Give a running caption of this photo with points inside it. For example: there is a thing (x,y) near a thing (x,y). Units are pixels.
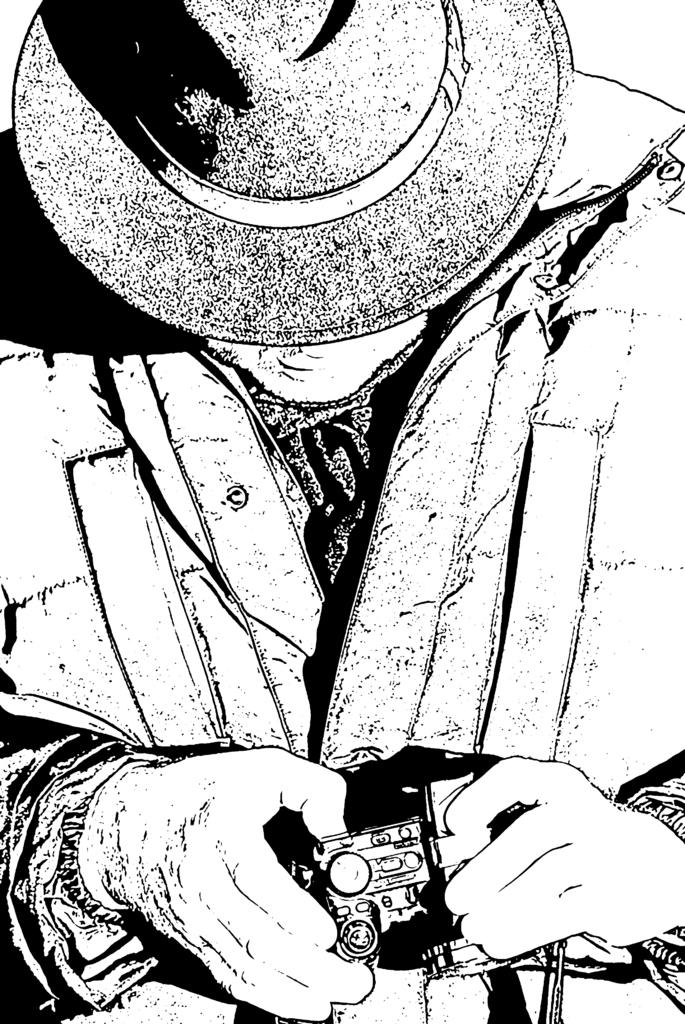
In this image I can see the art of a person (328,448) wearing hat (309,169) and jacket (136,486) is holding an object (435,964) in his hand (526,865). I can see the art is black and white in color.
